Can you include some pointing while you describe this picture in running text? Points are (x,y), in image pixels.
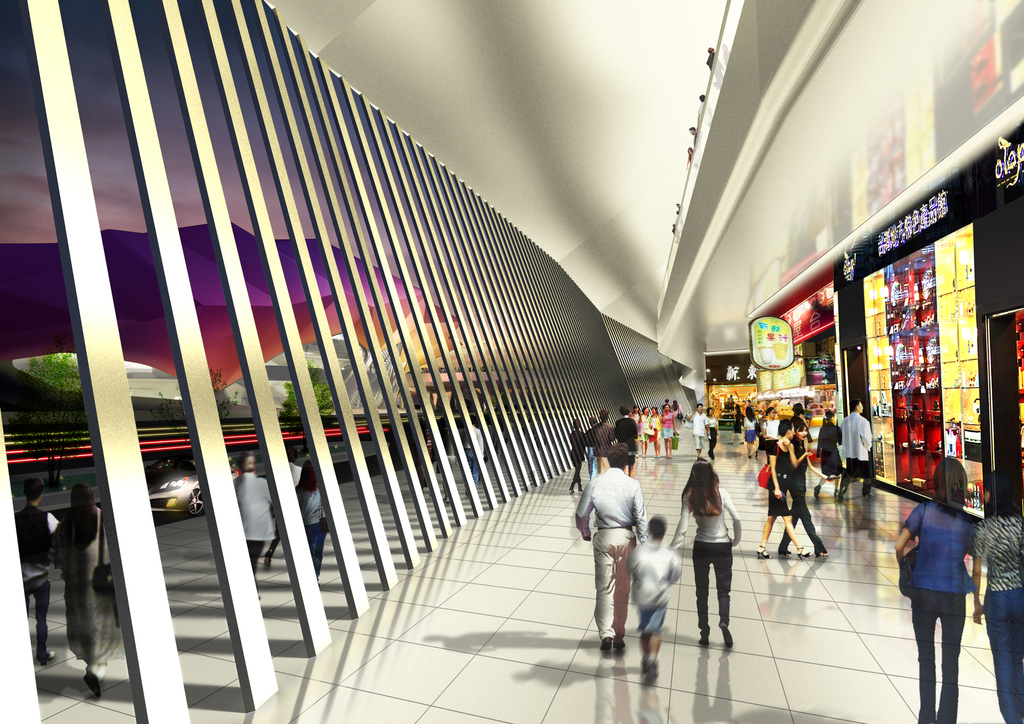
This is an animated image. On the right (787,517) there are few people (754,420) walking on the floor (773,588) and there are stores (907,320), name boards (769,328) on the wall (977,202), hoardings (779,368) and lights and on the left side (32,402) there is a vehicle (152,505) on the road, few persons (69,568) walking on the footpath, trees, mountains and clouds (25,204) in the sky (126,200).
